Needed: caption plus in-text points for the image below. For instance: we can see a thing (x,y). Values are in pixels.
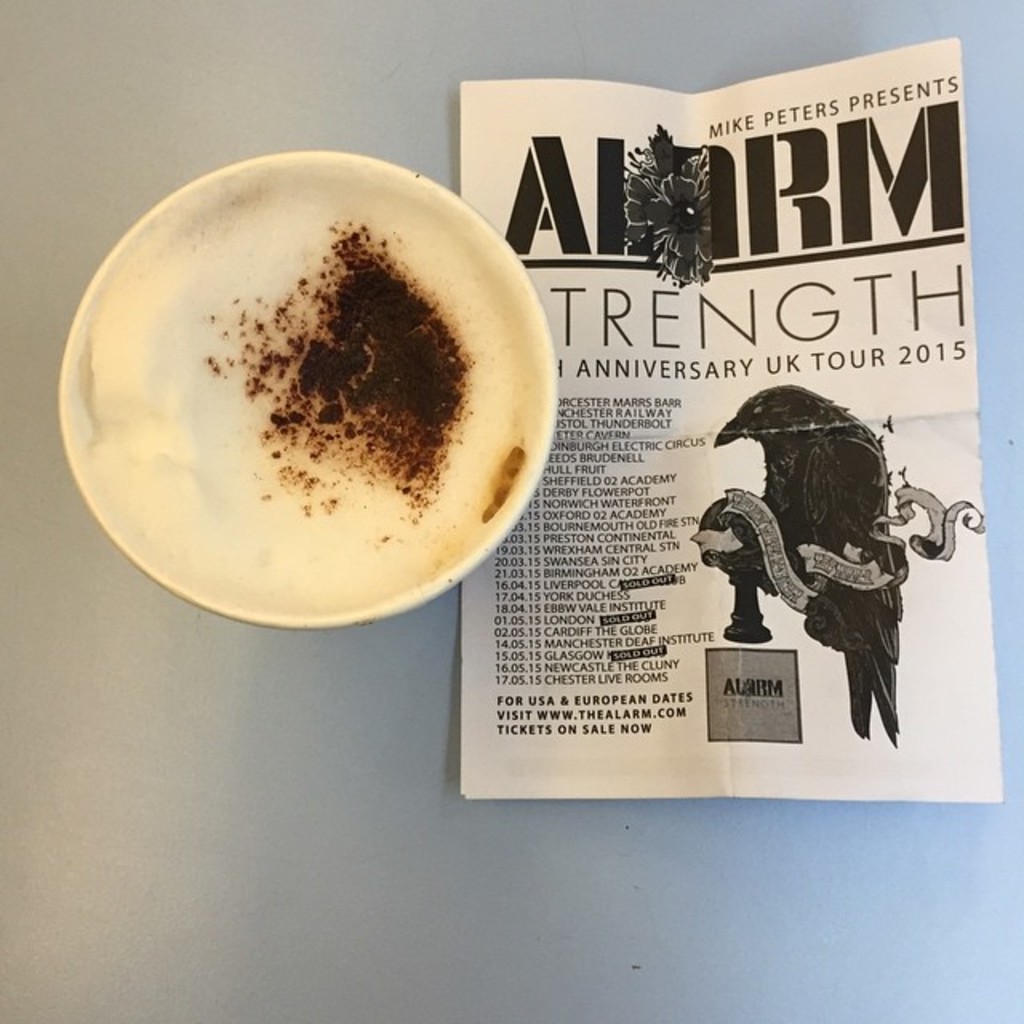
In this image there is a cup of coffee (373,287) and a paper (584,333) on the object (220,792).
